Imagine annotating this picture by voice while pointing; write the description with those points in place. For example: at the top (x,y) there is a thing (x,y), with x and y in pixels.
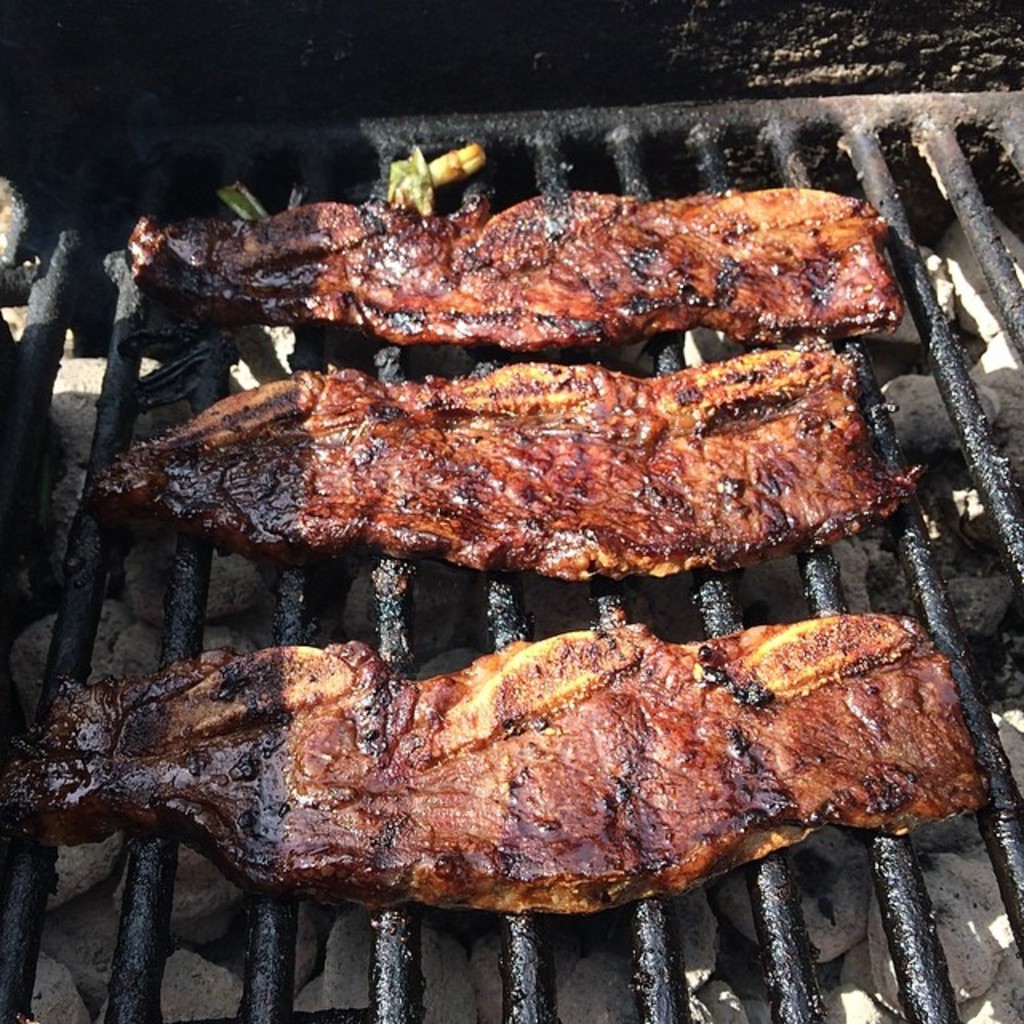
In this image I can see the black colored metal grill (665,981) and on the grill (644,980) I can see few meat pieces (550,763) which are yellow, brown and black in color.
